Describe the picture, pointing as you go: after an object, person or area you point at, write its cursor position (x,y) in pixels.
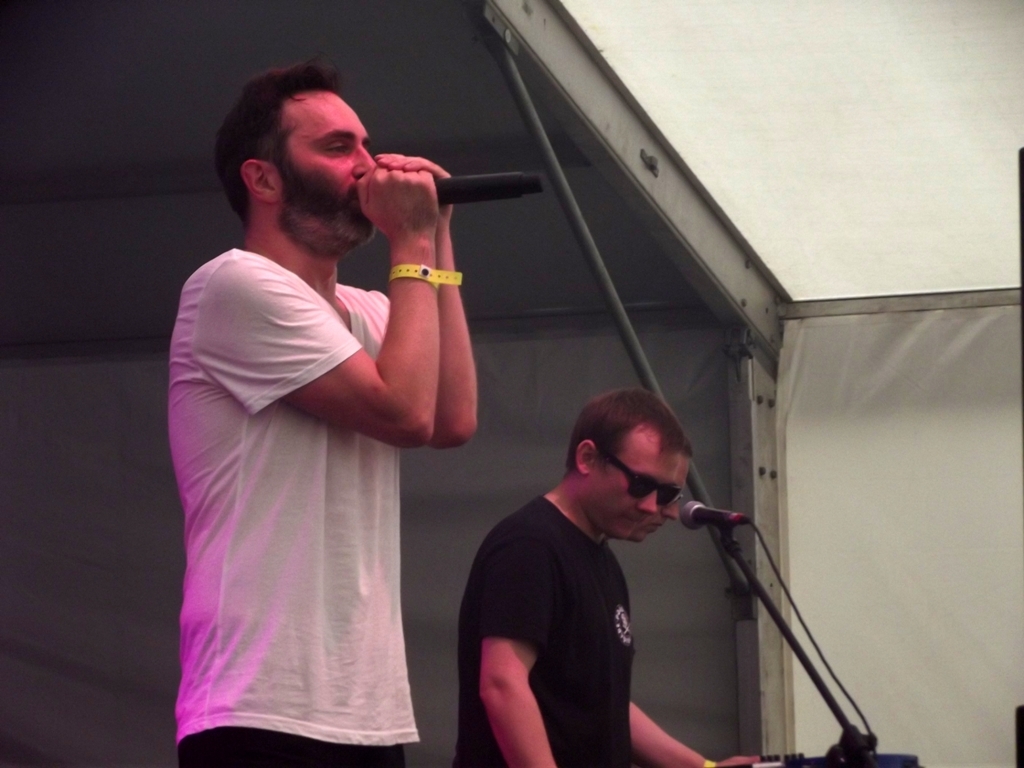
In this image I can see few people (260,408) standing and one person (284,690) is holding a mic (472,189). I can see stands (805,666), white cloth (815,701) and a shed (718,264).
